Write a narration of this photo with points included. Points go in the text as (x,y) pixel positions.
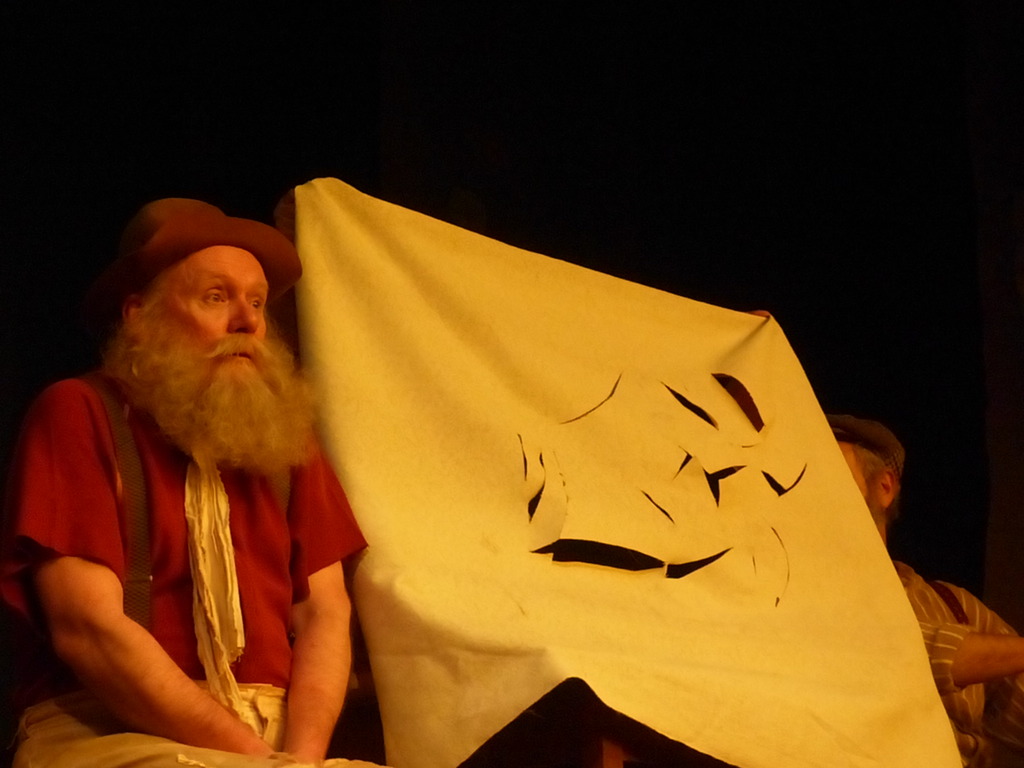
In this image, at the left side (298,549) there is an old man (102,446) sitting, at the middle (377,352) there is a yellow color cloth (377,360), at the right side (947,623) there is a man (956,608) sitting, there is a black color background (151,5).
